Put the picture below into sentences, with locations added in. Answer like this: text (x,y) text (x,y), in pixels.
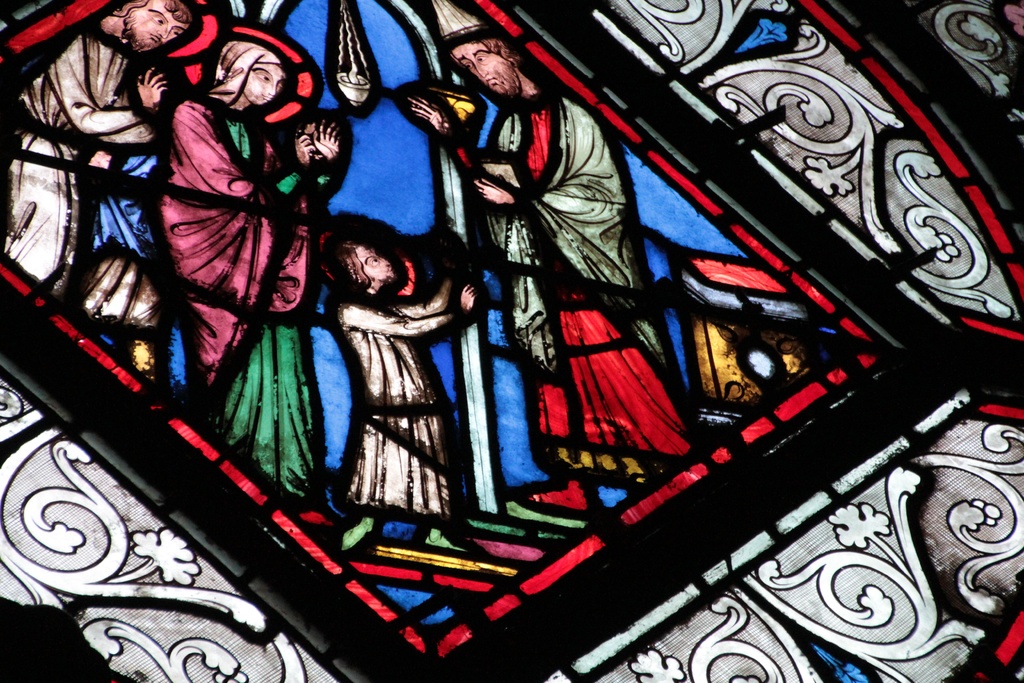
In this picture there is an object (261,590) which seems to be the stained glass (91,549) with the depictions (460,86). In the center (563,290) we can see the group of people (206,181) standing and there is an object (353,85) which seems to be hanging and we can see the depictions (786,76) of flowers (948,524) and the depictions (45,234) of some other objects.
